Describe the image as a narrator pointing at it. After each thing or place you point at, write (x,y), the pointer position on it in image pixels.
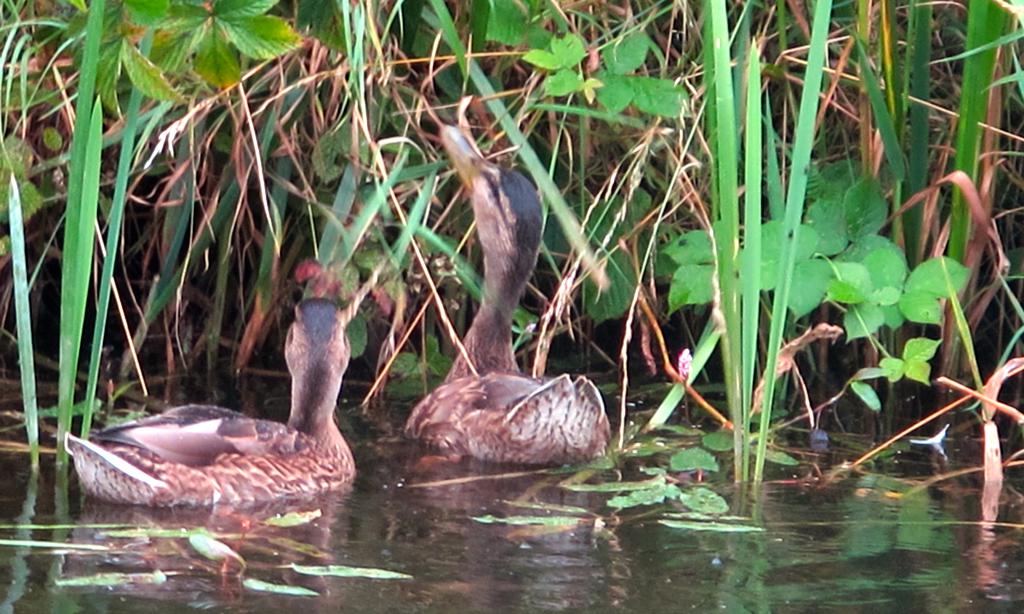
In the picture we can see the water surface (580,534) with two ducks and behind it we can see the plants (433,221).
